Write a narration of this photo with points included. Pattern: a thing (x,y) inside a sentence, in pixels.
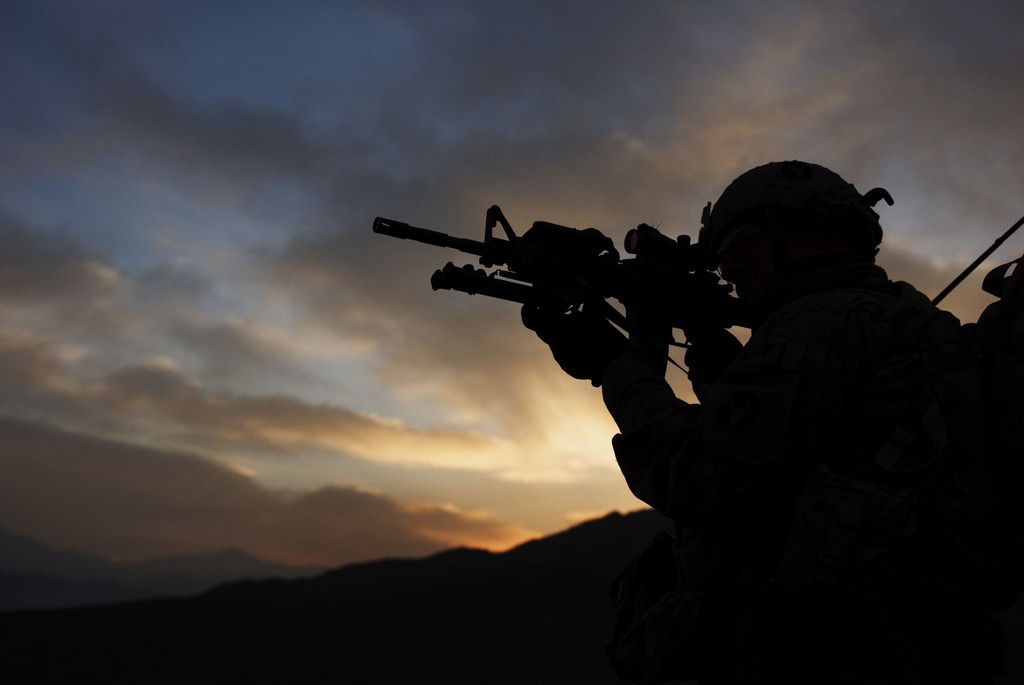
In this image on the right side (834,325) there is one person (757,335) who is wearing uniform (735,408) and he is holding a gun (678,289), and also he is wearing a bag (989,431) and in the background (400,578) there are mountains (56,623). At the top (425,90) there is sky (425,90).
